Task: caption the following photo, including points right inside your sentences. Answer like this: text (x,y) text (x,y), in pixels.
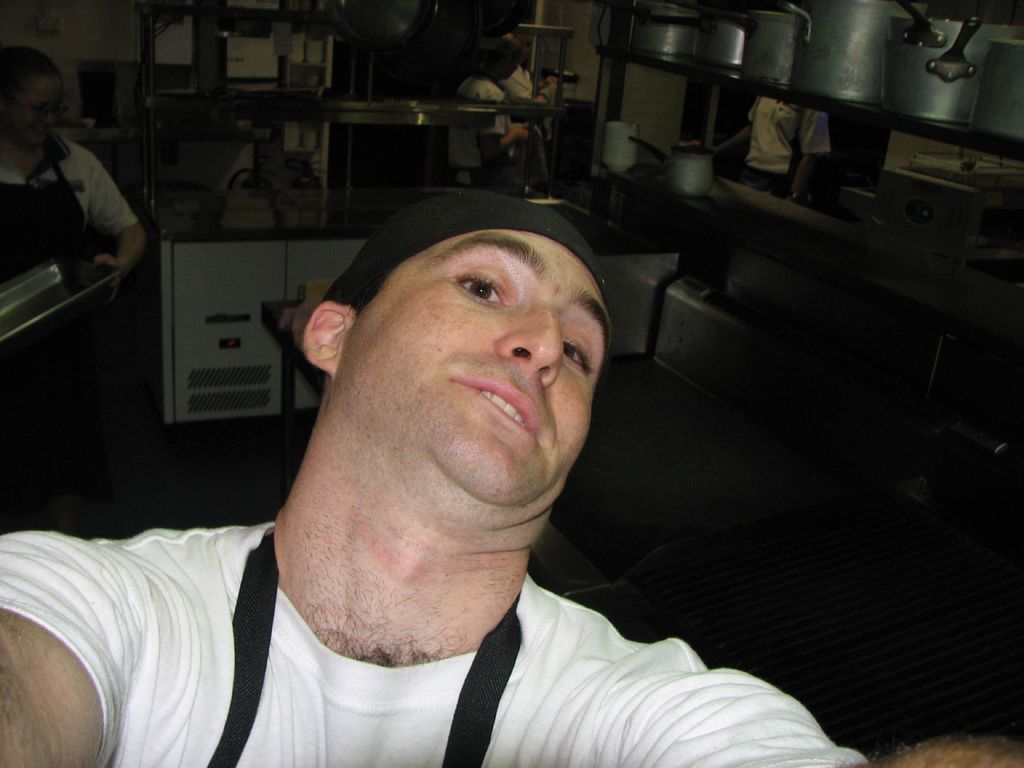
In this picture we can see some people (464,205), on the right side (989,91) there are shelves (872,119), we can see some pots (841,76) present on this shelf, we can see handles (956,76) of these pots (822,54), there is a counter top (323,231) on the middle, in the background (85,24) there is a wall (71,23), a woman (138,230) on the left side (67,213) is holding a tray (63,308).
